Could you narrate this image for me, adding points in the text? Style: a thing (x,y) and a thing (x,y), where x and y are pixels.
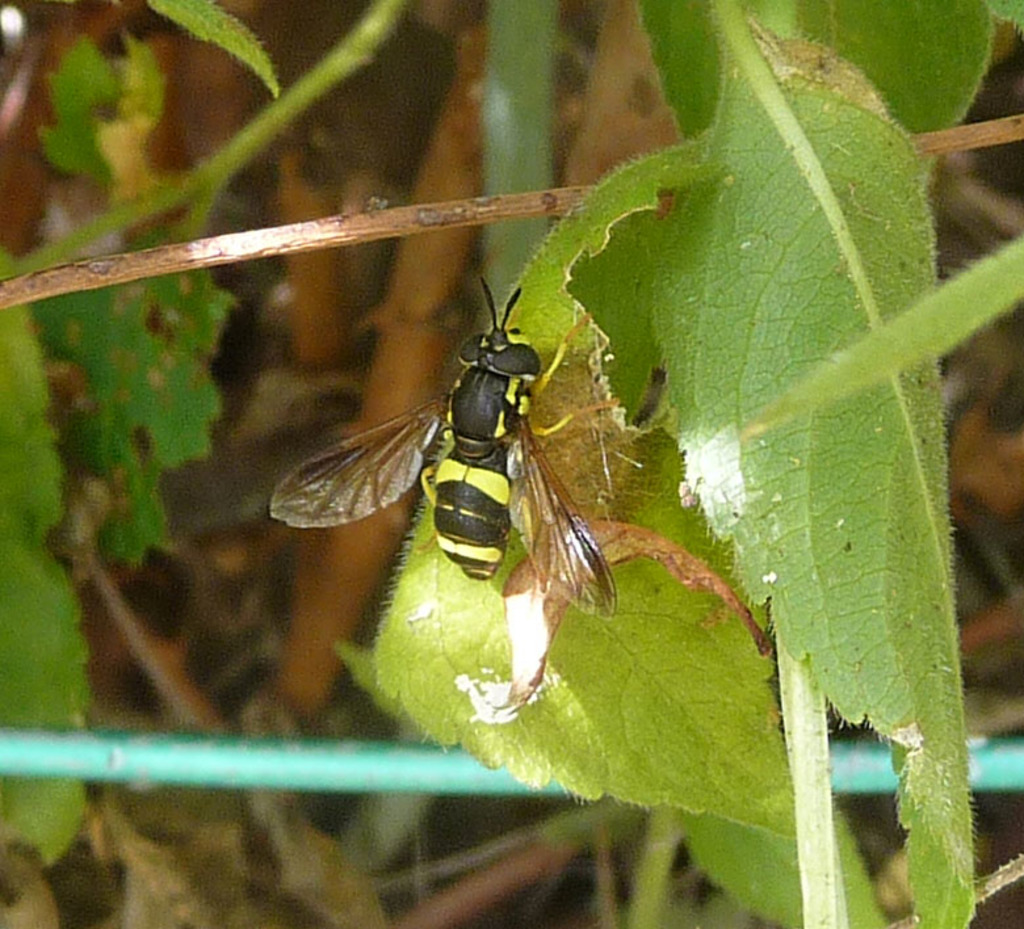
In this image we can see an insect (471,420) on the leaf (673,464) of a plant (761,69). In the background (498,31), we can see some leaves (86,78).
